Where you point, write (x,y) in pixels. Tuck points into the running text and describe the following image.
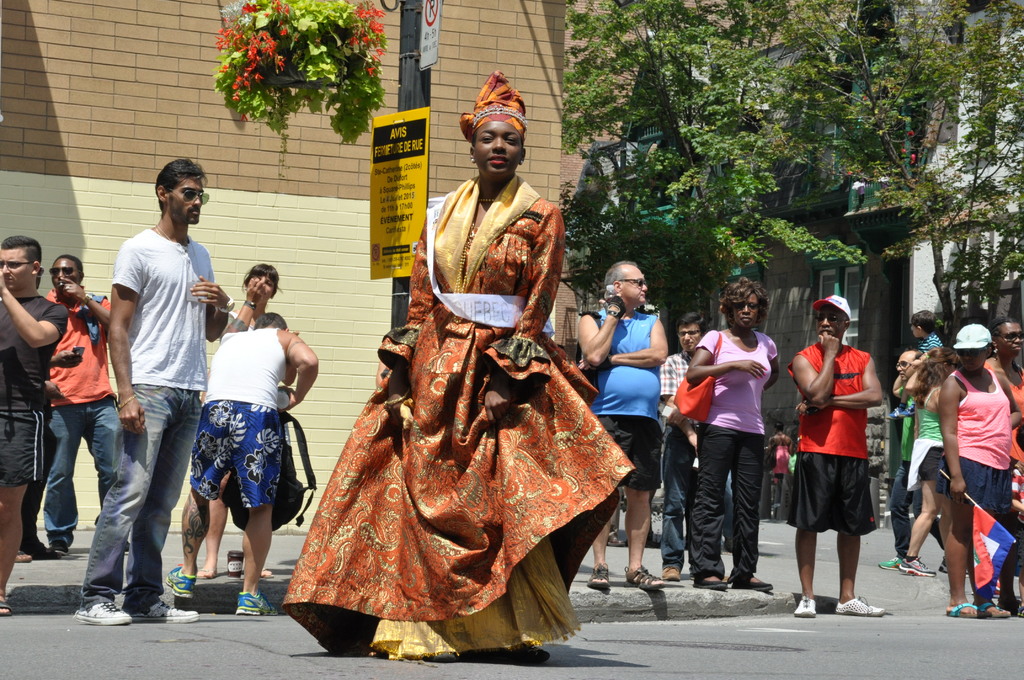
This is an outside view. In the middle of the image (491,314) there is a woman (453,394) wearing a costume (455,417), standing on the road (401,675) and looking at the picture. Behind there are many people (119,370) standing and looking at her. In the background (656,197) there are many trees (716,138) and a building (174,111). Beside the road (674,629) there is a pole (411,46).
